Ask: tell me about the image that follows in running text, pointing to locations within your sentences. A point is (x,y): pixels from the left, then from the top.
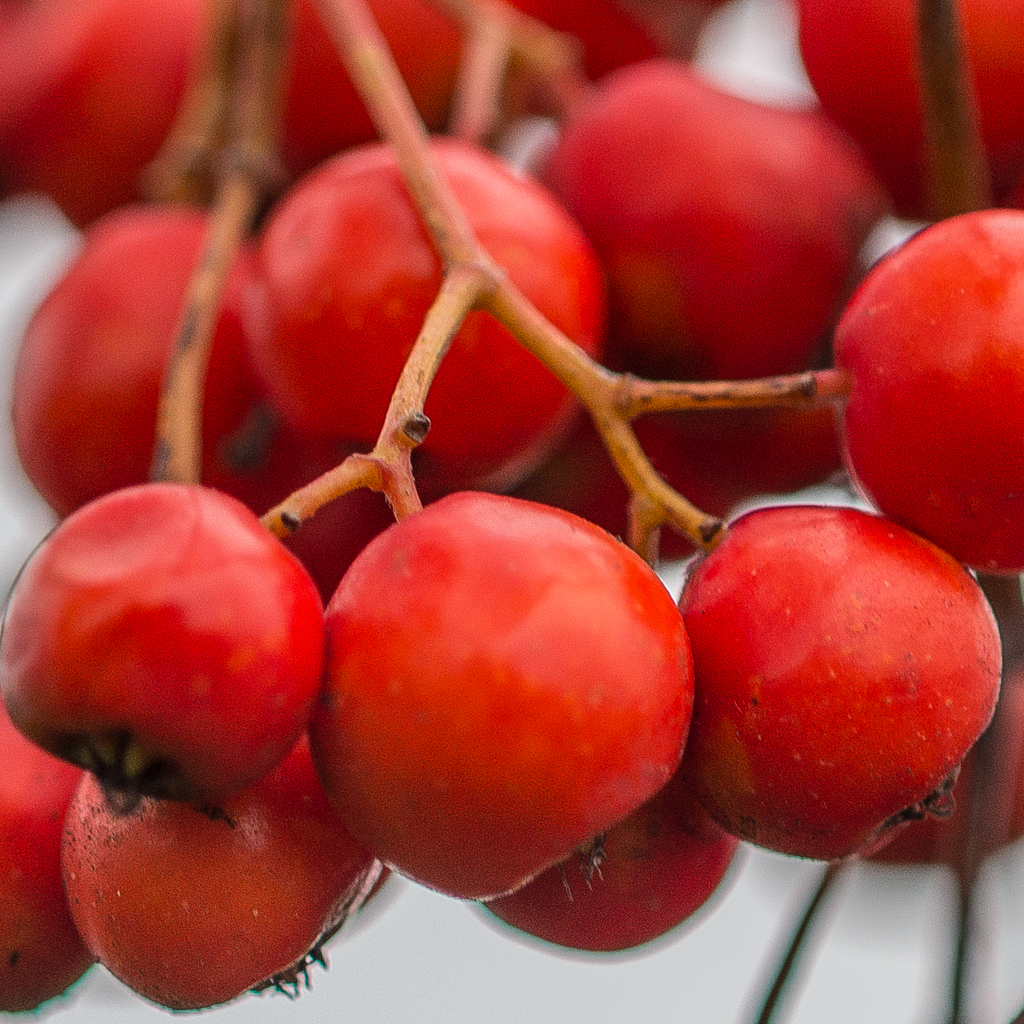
In this picture we can see berries (652,152) and stems (506,42).
